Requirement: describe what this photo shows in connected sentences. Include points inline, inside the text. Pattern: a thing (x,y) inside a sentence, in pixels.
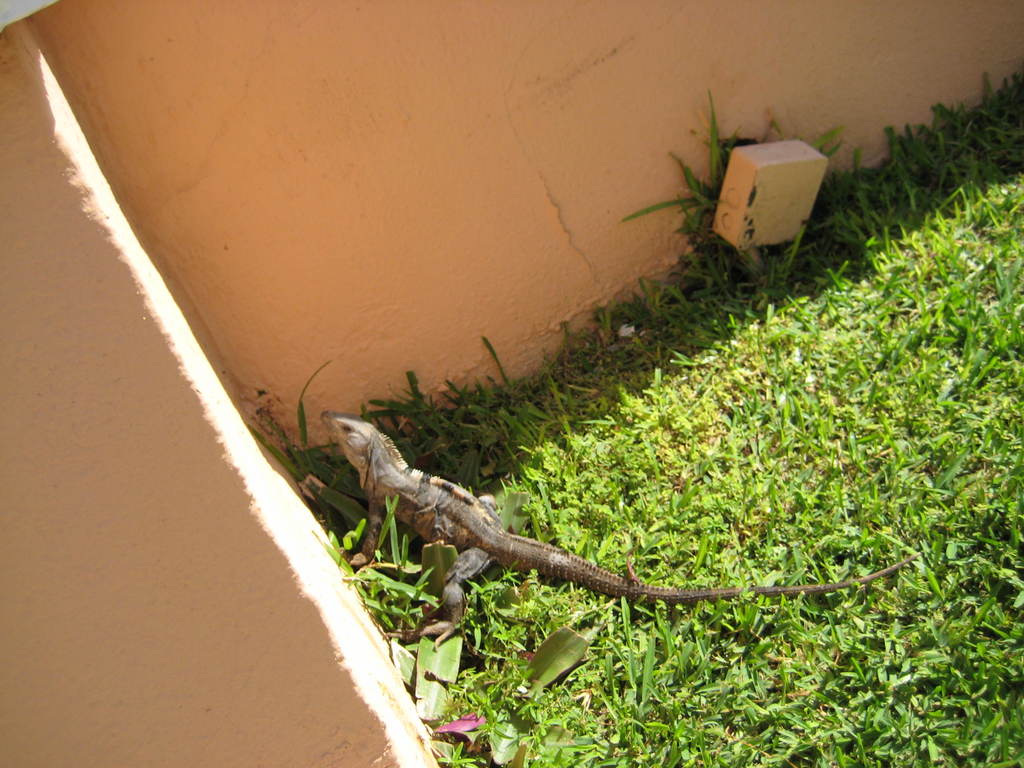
In this image there is grass (653,508). There is a reptile (506,553). There is a wall (674,148).
